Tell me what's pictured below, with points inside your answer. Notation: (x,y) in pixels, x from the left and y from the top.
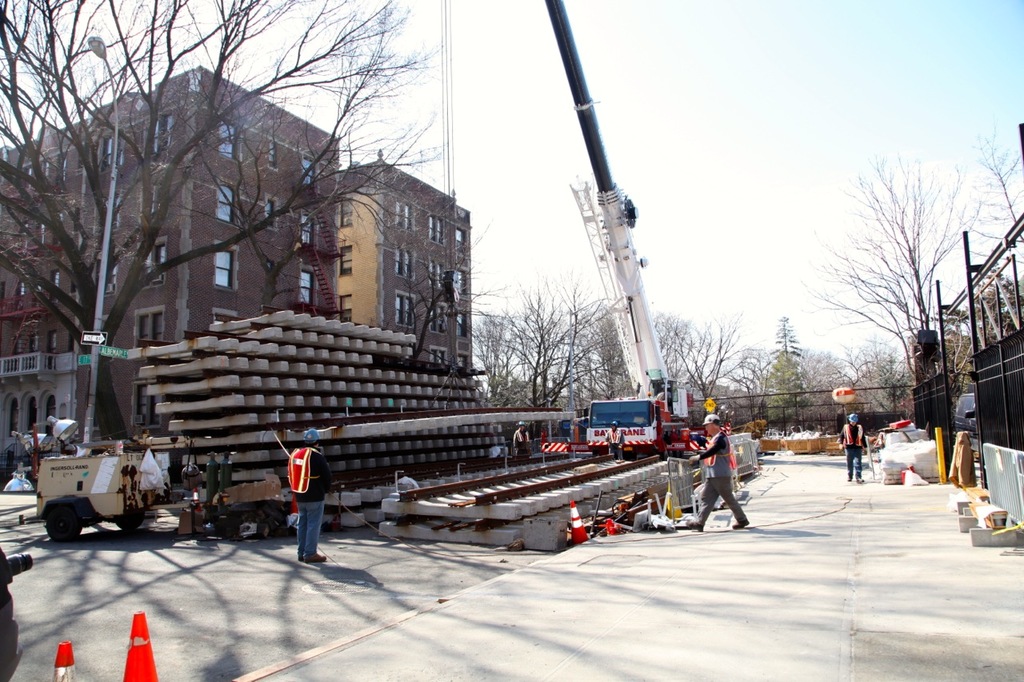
In this image there are buildings (168,286), in front of the buildings (211,263) there is a tree (73,335), street lights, traffic cones (137,674) and there are so many objects (211,473) and vehicles (124,465). On the other side of the image there is a railing (1014,397). In the background (640,200) there is the sky (571,236).
